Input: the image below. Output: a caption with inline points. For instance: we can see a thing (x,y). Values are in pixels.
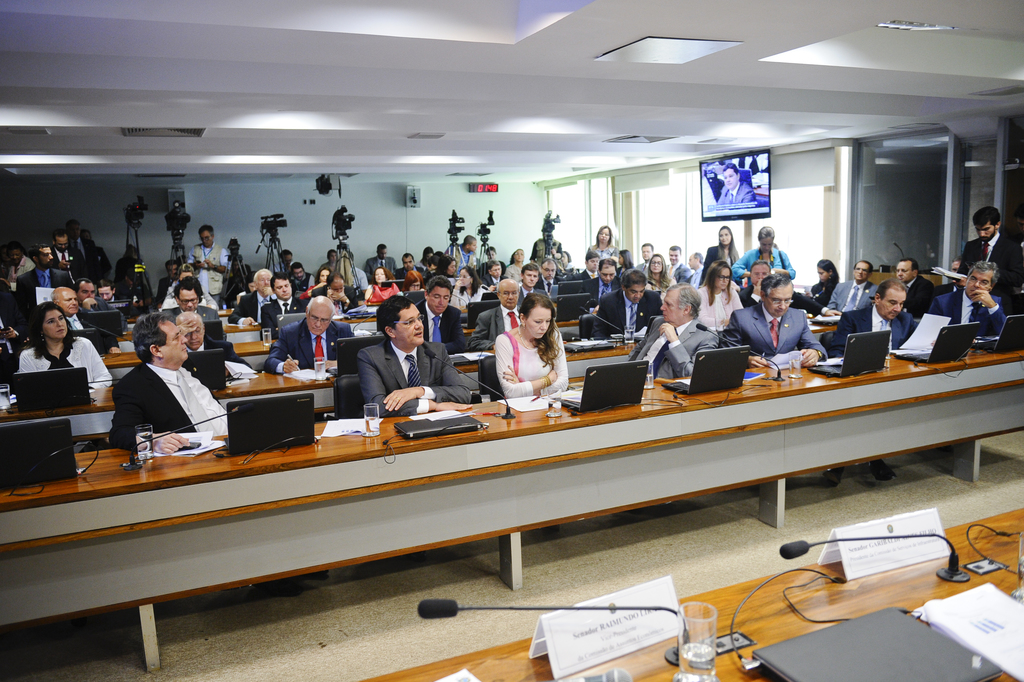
This picture is clicked inside. On the right corner (999,540) there is a wooden table (807,601) on the top of which name plates (641,614), microphones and some other items (900,630) are placed glass of water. In the center (386,309) we can see the group (65,295), of people (685,313) sitting on the chairs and seems to be working, in front of them there are many number of tables (230,331) on the top of which laptops (281,418), papers (832,359), books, glasses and some other items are placed. In the background (386,219) there is a wall (385,203), projector (335,183), cameras (264,220) attached to the stands (340,257) and we can see the projector screen (710,182) and the roof (511,87).
